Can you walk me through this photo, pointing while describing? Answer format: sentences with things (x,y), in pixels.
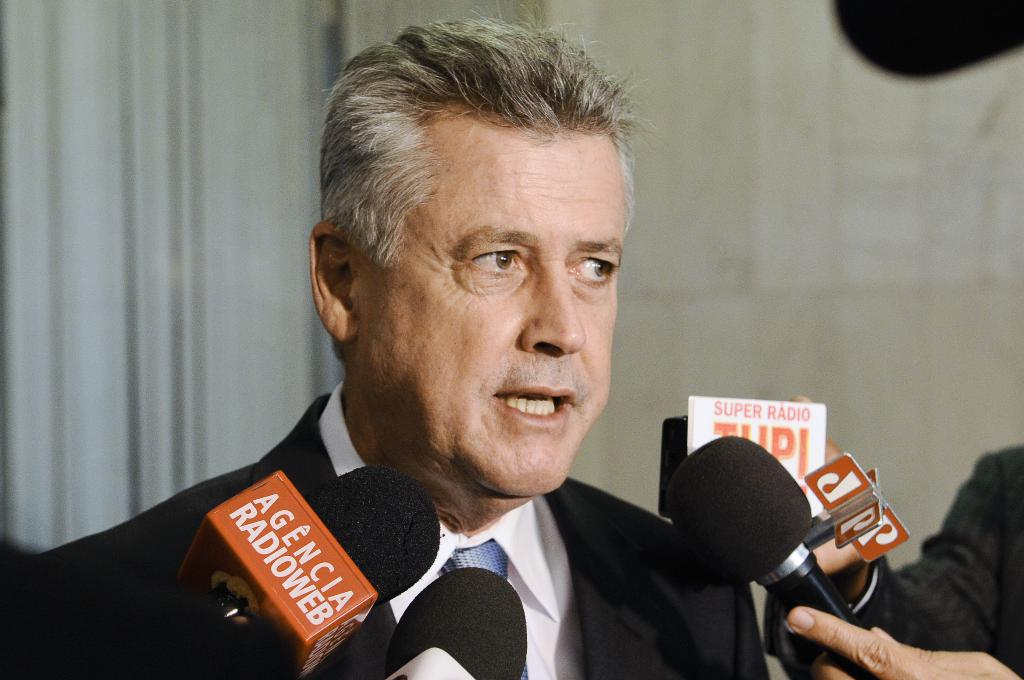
There is one person (379,336) wearing a white color shirt (556,563) and a black color blazer (594,545) in the middle of this image (491,352). We can see mics (433,601) at the bottom of this image (453,616) and the wall (175,215) is in the background (195,215).
